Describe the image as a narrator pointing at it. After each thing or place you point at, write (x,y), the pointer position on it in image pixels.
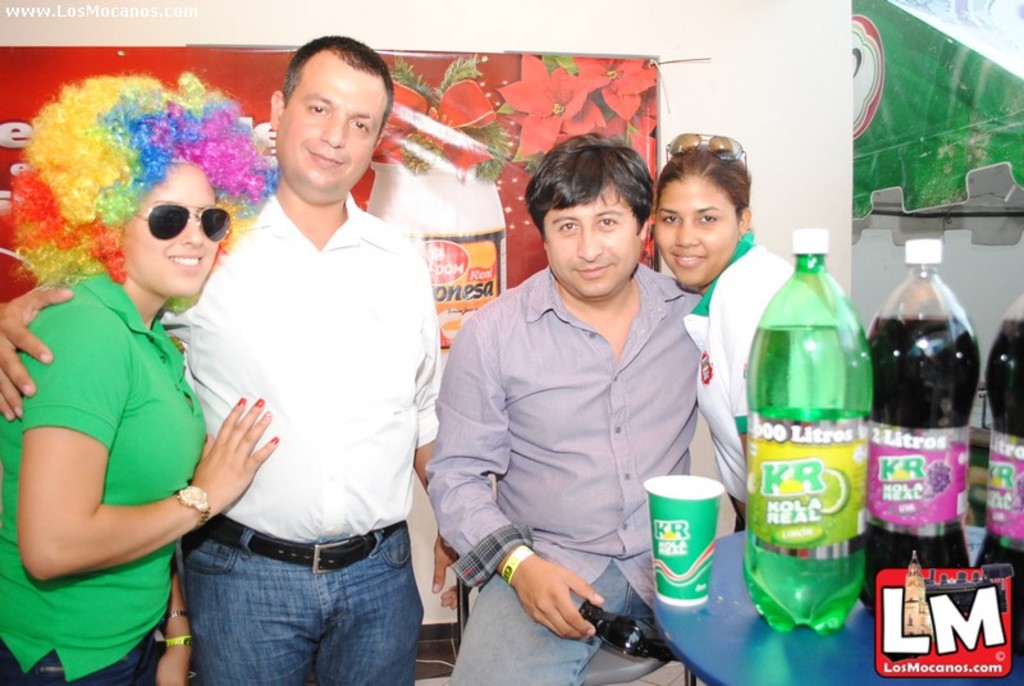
In this image its a woman (179,130) standing and smiling with black color goggles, and a man (439,584) standing and smiling, a woman (741,298) standing and man (510,674) sitting and smiling and in the table (727,570) there is a glass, bottles (798,472) and at the background (846,280) there is a banner (567,65) attached to the wall (600,39).
